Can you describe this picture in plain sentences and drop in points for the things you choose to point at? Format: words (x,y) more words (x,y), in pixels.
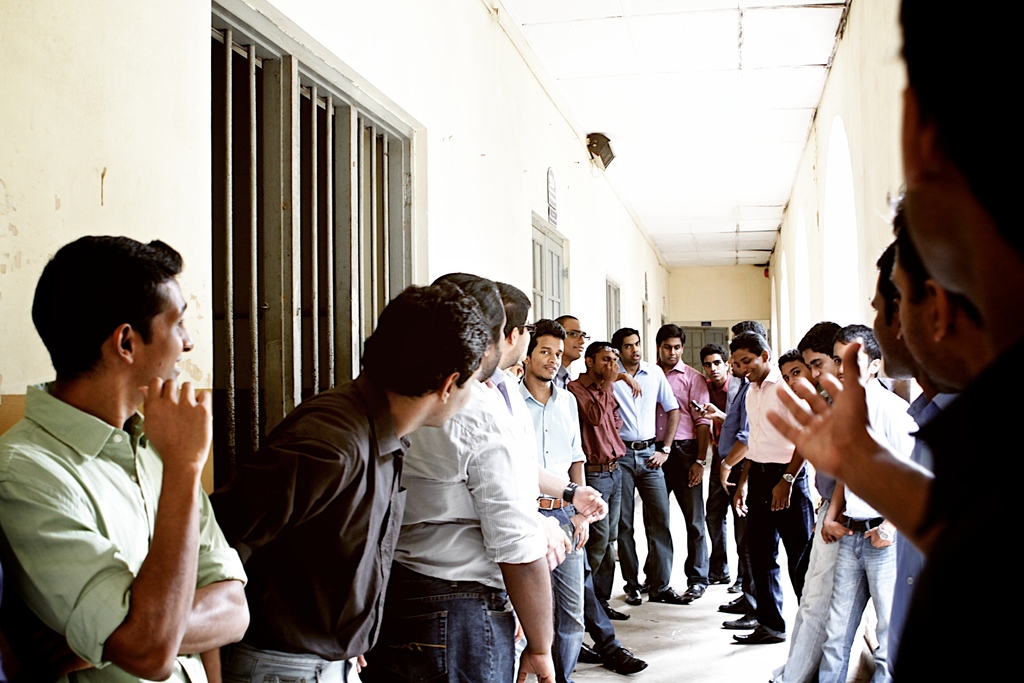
In this image we can see few people (753,477) standing on the floor (657,641), there are few windows (316,293) to the wall (490,194) on the left side (105,155) and wall (810,200) on the right side (882,153) and a light (602,151) attached to the ceiling (741,106).
